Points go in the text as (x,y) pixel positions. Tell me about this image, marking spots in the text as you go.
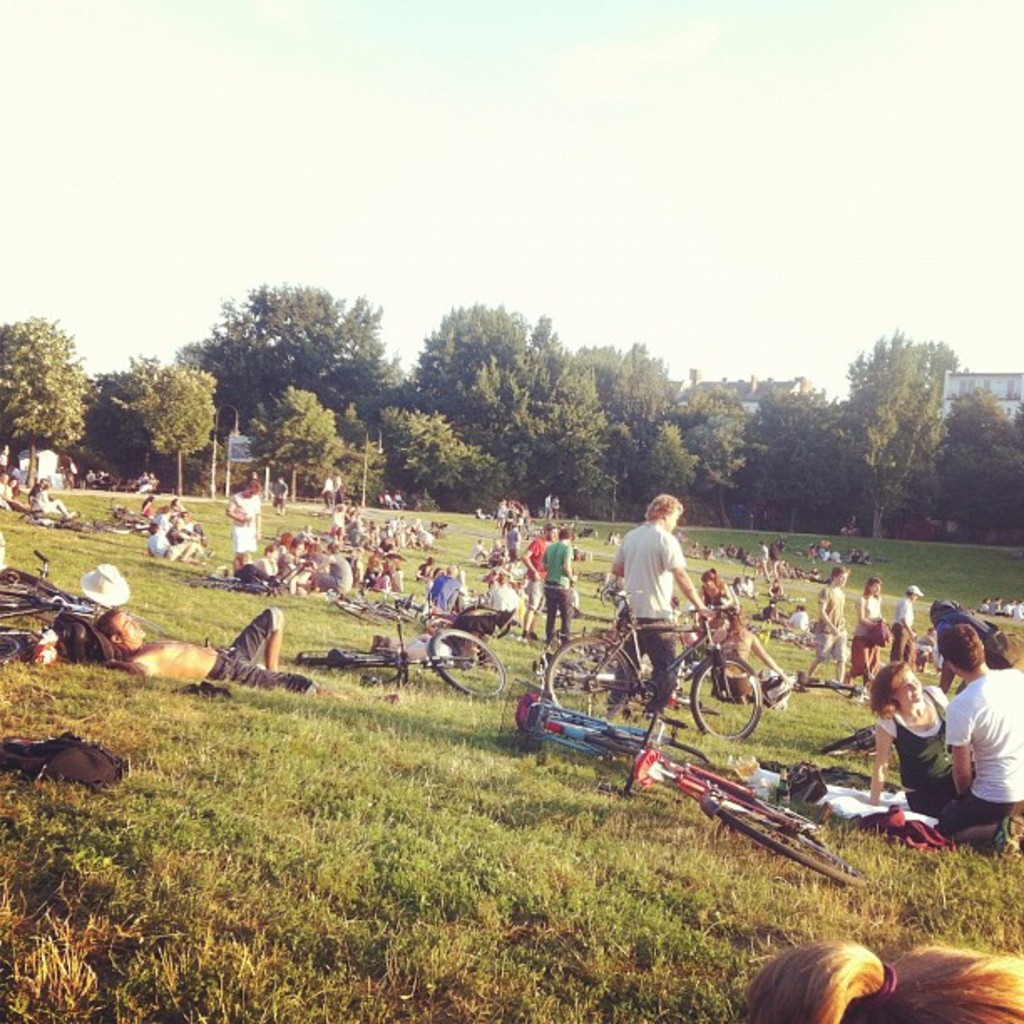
In this image, we can see many people (789,985) and bicycles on the ground (357,815) and in the background (240,362), there are trees (617,396), buildings (679,403), poles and boards (245,438). At the top (424,136), there is sky (581,170).
